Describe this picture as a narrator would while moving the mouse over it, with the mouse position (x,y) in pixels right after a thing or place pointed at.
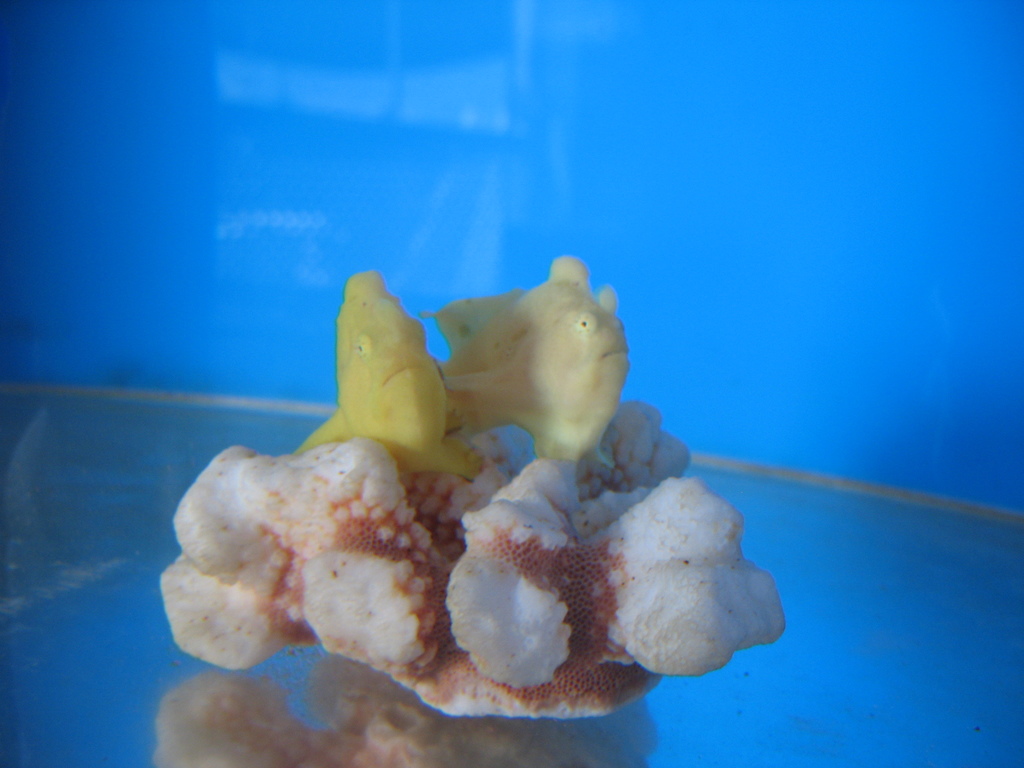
In the center of the image (542,485) we can see one white and brown color object (498,576). On that object (606,556), we can see two fish (568,406), which are in yellow color. And we can see the blue color background (484,224).
